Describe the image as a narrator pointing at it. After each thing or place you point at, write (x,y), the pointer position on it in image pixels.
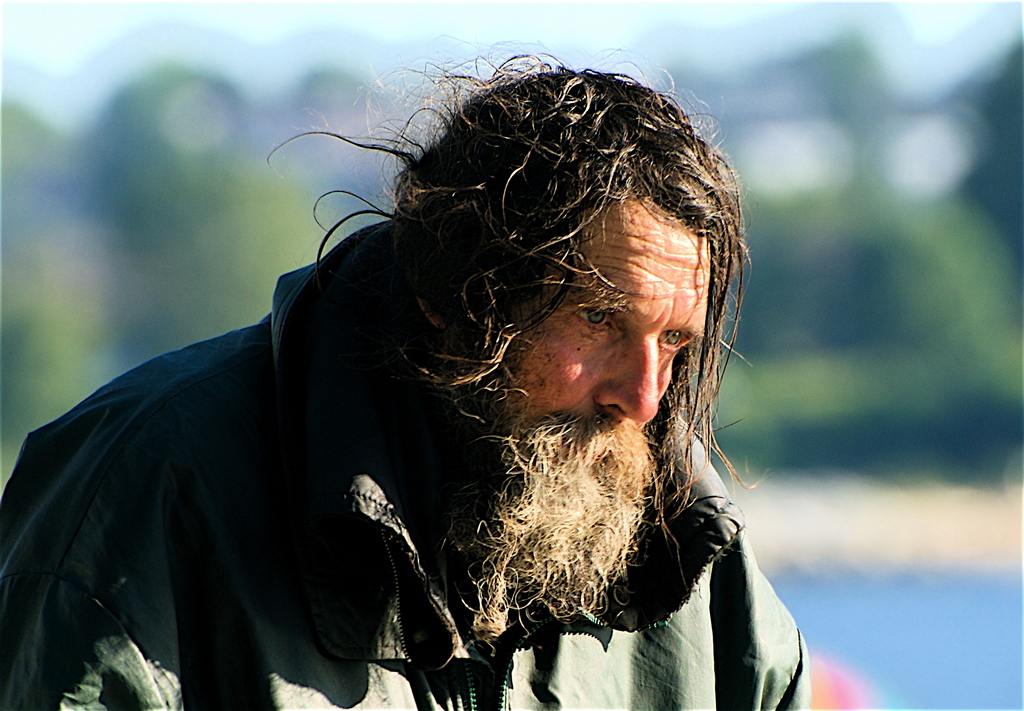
In this picture I can see man (524,531) and he wore a coat (297,516) and I can see blurry background (96,52).
